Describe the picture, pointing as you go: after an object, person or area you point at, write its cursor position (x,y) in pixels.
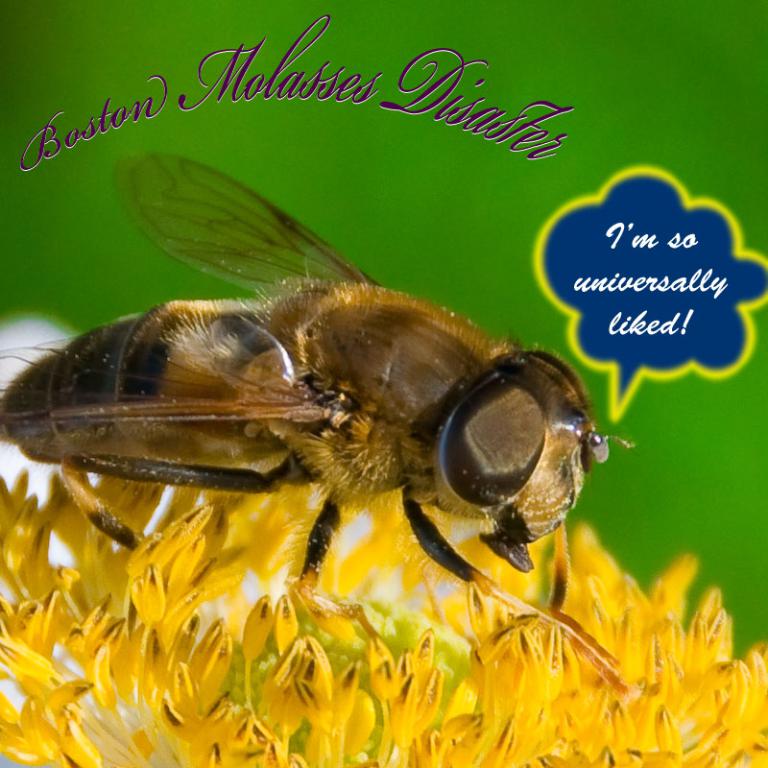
This is an edited image. At the bottom (229,658) on a yellow flower (243,638) there is a fly (279,426). In the background (555,203) on green background (523,109) there are few texts (494,118).
